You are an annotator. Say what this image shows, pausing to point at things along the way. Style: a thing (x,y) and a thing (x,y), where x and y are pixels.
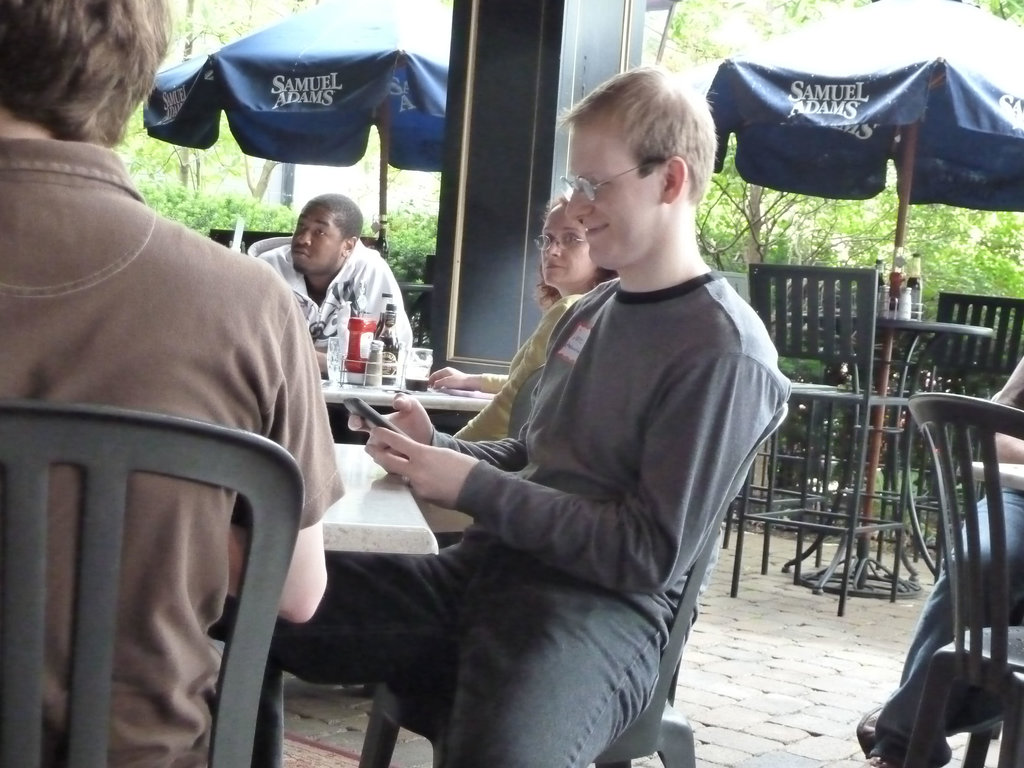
In this picture there are four people (286,249) sitting on the table (399,524) with food items (360,323) on top of it and in the background (349,122) we observe samuel adams tent (349,122).
